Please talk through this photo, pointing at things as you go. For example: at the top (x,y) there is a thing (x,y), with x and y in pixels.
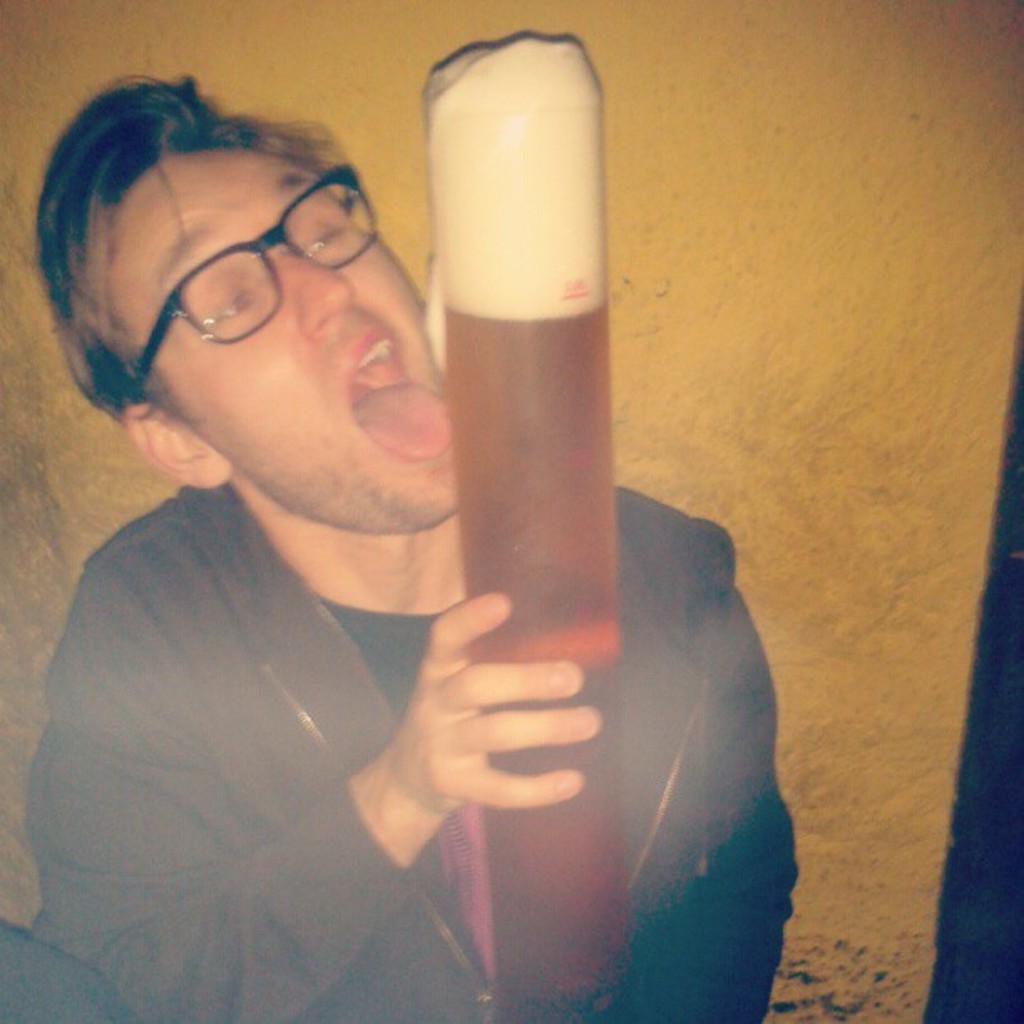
In this image in front (118,269) there is a person (435,748) holding the beer glass (559,491). Behind him there is a wall (917,716).
